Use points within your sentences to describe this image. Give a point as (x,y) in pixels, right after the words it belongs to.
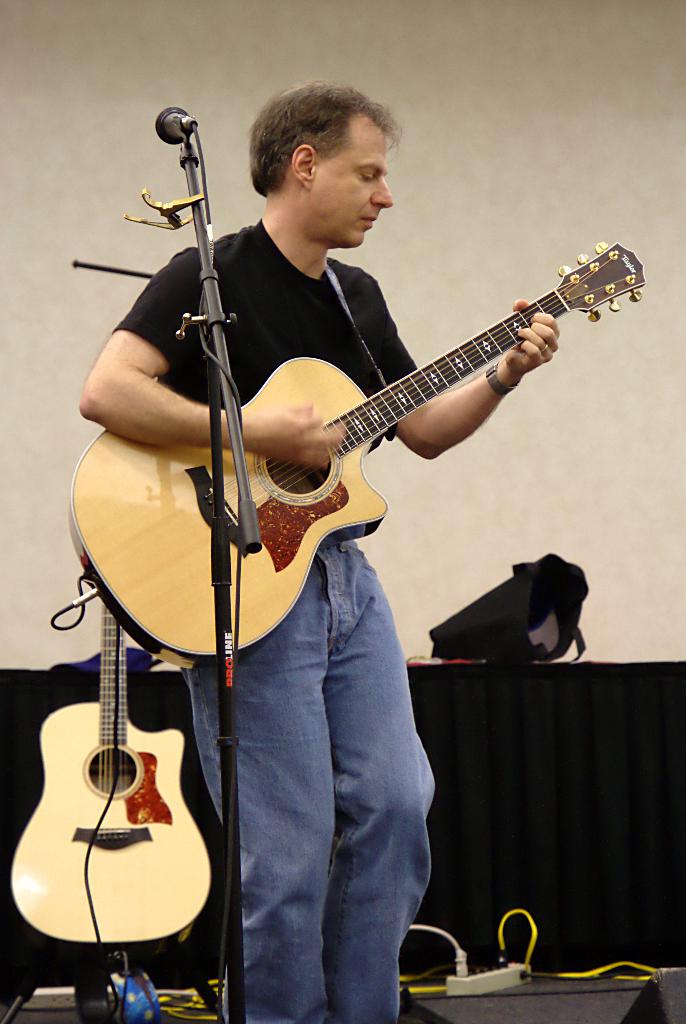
there is a person (337,603) standing in front of a microphone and playing guitar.
